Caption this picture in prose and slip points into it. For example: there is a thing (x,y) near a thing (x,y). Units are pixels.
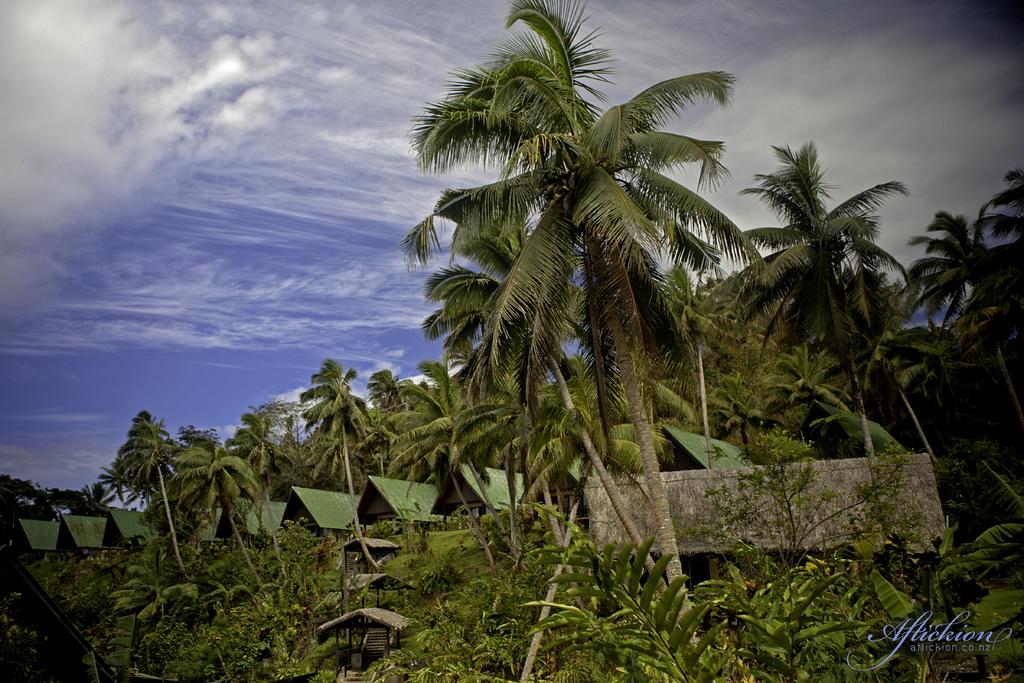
In this image, we can see trees (140,457), sheds (613,497), plants (415,581) and there is some text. At the top (186,141), there are clouds (202,203) in the sky (295,214).
